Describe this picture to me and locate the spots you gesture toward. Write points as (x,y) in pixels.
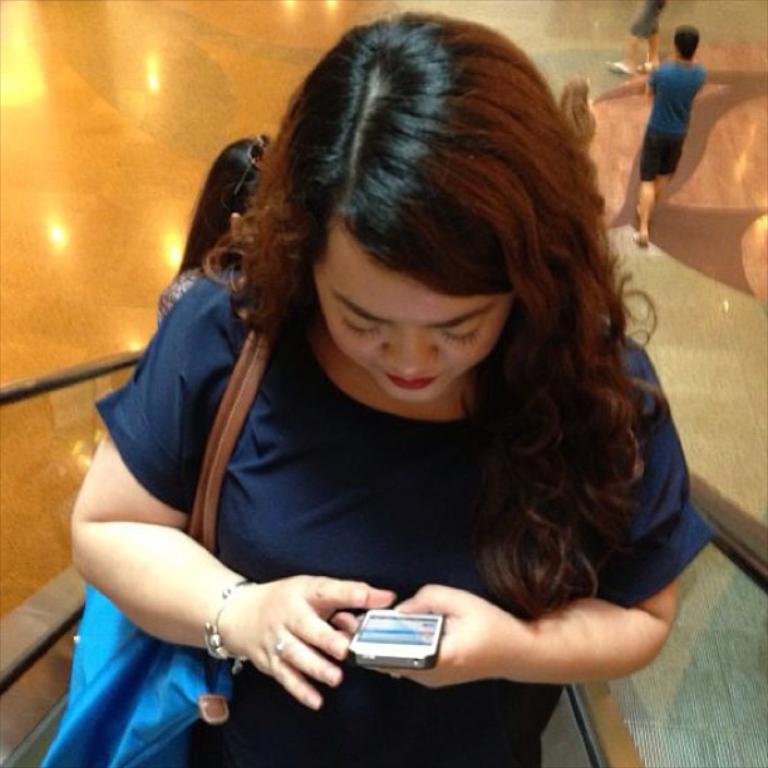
In the middle (509,469) there is a woman (416,472) she wear blue dress (398,534), her hair (495,523) is long, she wear a handbag (125,676) and bracelet (208,648), he hold a mobile phone (400,646). on the right (675,114) there is a man (653,132) he wear blue t shirt (674,92) and shorts (649,150).
